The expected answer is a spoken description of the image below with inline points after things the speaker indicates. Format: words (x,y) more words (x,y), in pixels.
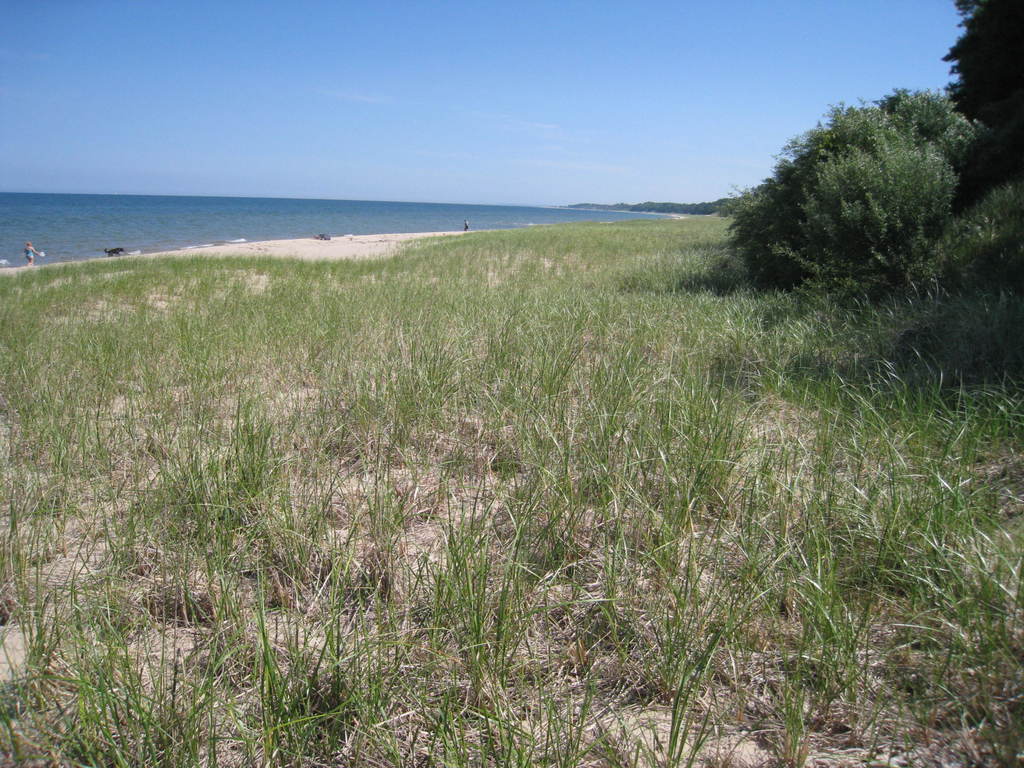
In the image there is a land (372,288) covered with a lot of grass (723,448), on the right side (878,184) there are few trees (811,271) and in the background (83,211) there is a water surface (314,214).
